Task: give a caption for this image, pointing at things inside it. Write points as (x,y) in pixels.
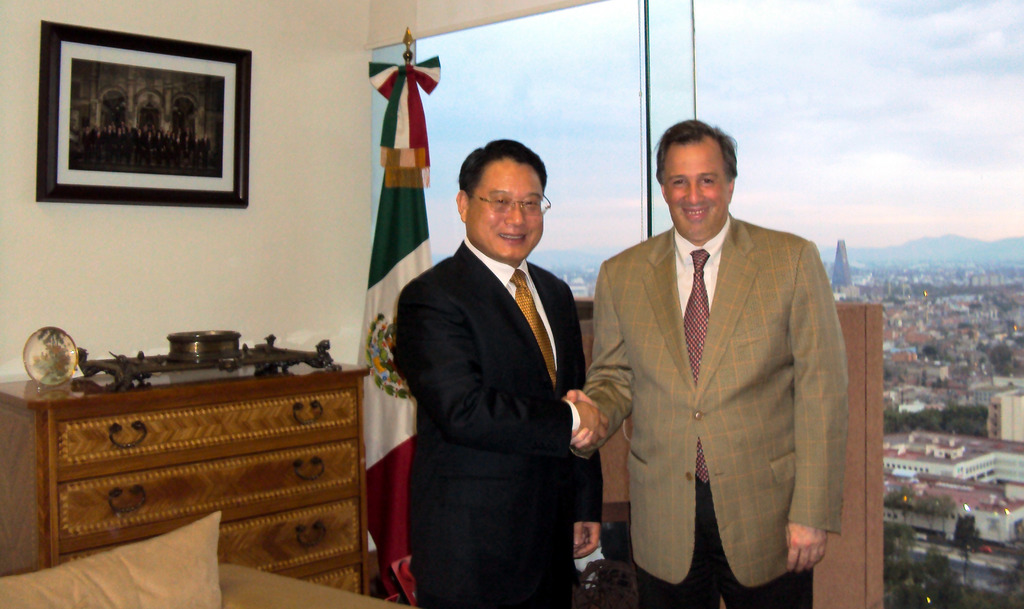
This is completely an indoor picture. Here we can see a wall (171,265), there is a photo frame (46,101) on it. These two men (501,573) are shaking their hands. Behind to them there is a flag (408,451). Here we can see a desk (337,455). On the background (882,138) we can see a sky (868,109) with clouds (925,128). These are the buildings (956,434).
